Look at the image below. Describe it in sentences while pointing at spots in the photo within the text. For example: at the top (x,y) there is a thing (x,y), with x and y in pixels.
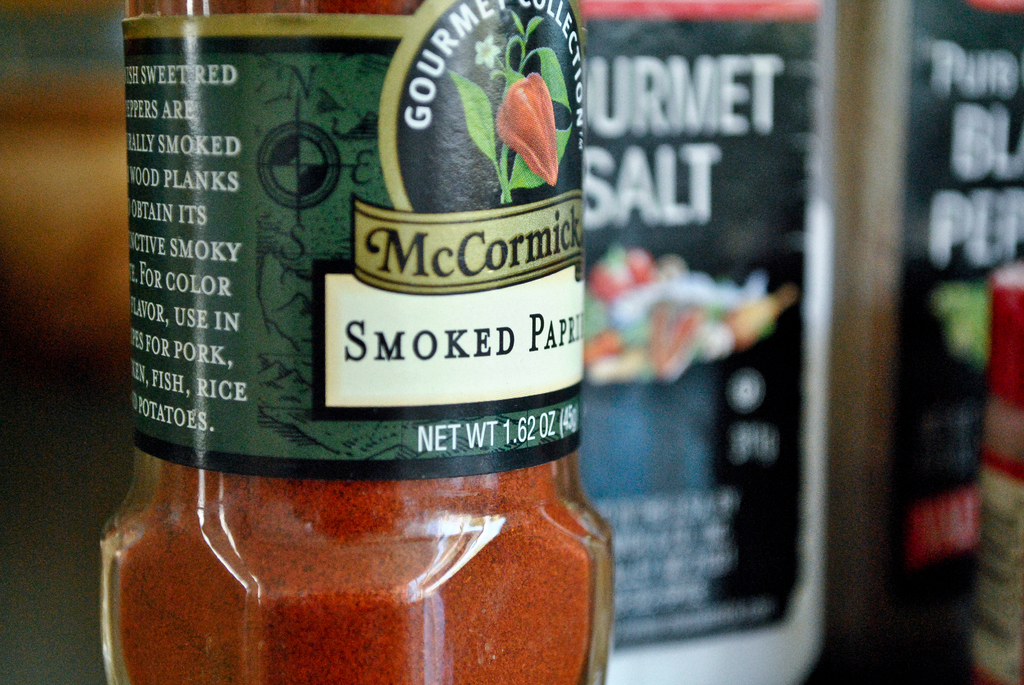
A glass bottle (310,335) with powder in it and sticker (459,370) on it and in background (738,196) bottles (738,196).
